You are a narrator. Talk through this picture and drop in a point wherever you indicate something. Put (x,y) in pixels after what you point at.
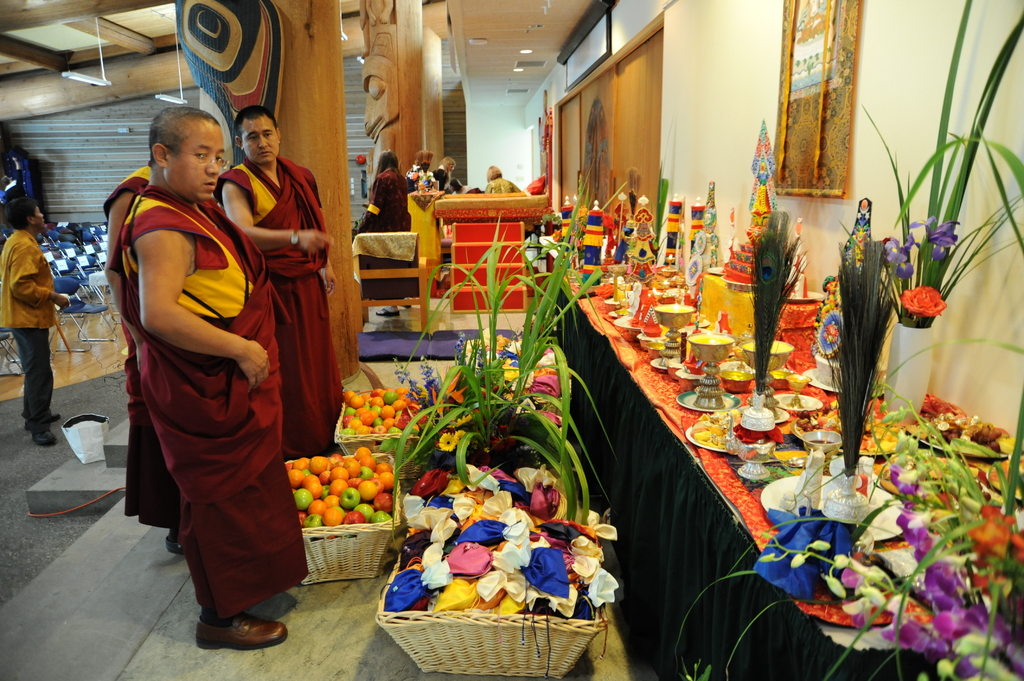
In this image, we can see people (181,269) wearing costumes (202,285) and there are baskets (357,442) containing fruits (371,412) and some other decor items (492,492) and we can see plants (919,503). On the table (709,366), we can see cups (667,348), feathers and some other objects (649,228). In the background (398,209), there is a board (838,86) on the wall (504,150) and we can see some other people (391,224) and some stands (461,227), chairs (62,233) and lights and a bag (87,422). At the top (108,29), there is a roof (79,29) and at the bottom (71,621), there is a floor (98,619).
